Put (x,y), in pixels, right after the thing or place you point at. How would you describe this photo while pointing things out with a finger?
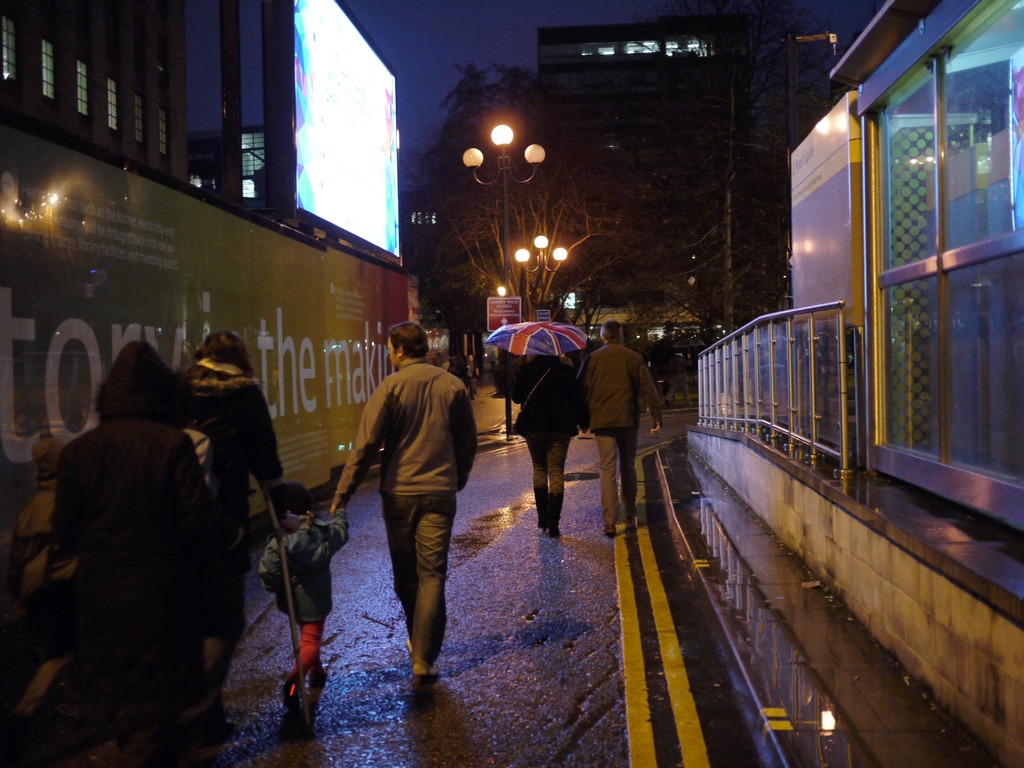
In the center of the image (423,421) there are people (452,522) walking on the road (459,562). On the left side of the image (250,310) there is a banner (294,325). There is a screen (377,188). On both right and left side of the image (109,115) there are buildings (998,482). In the background of the image (207,156) there are boards (496,317), street lights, buildings (634,114) and sky (481,49).
